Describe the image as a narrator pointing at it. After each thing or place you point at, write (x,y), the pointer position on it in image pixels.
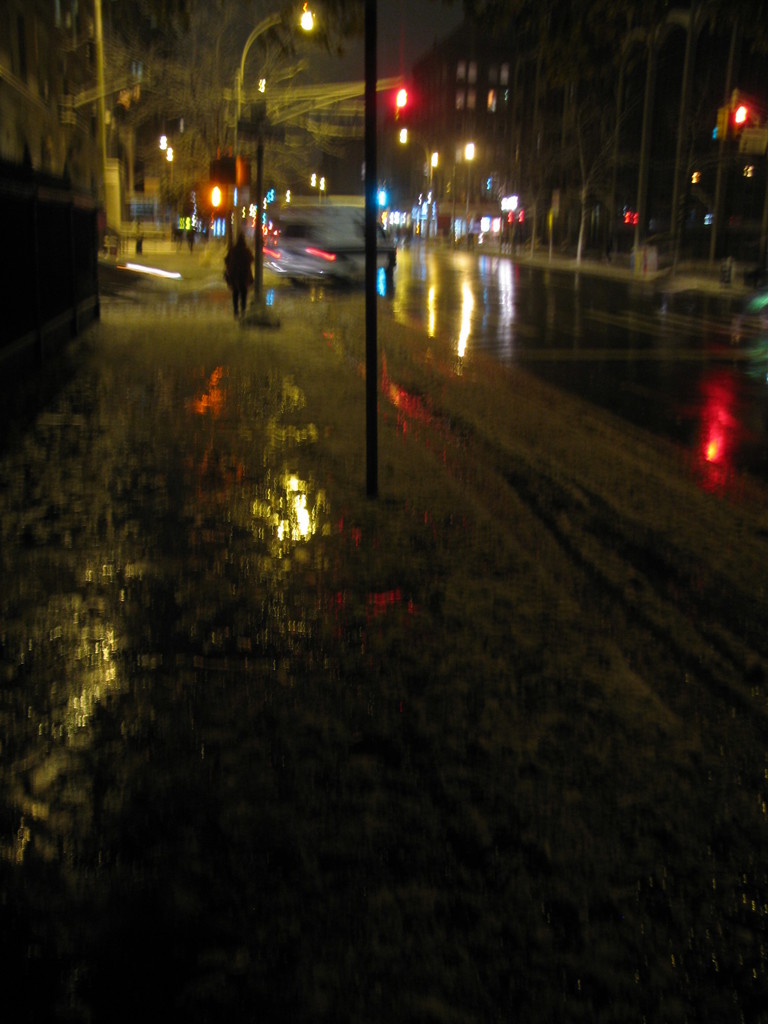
This is a slightly blur picture. I can see water (569,296) on the road (553,280), there are poles (716,205), lights (512,202), building (430,138) and there are trees (321,143).
